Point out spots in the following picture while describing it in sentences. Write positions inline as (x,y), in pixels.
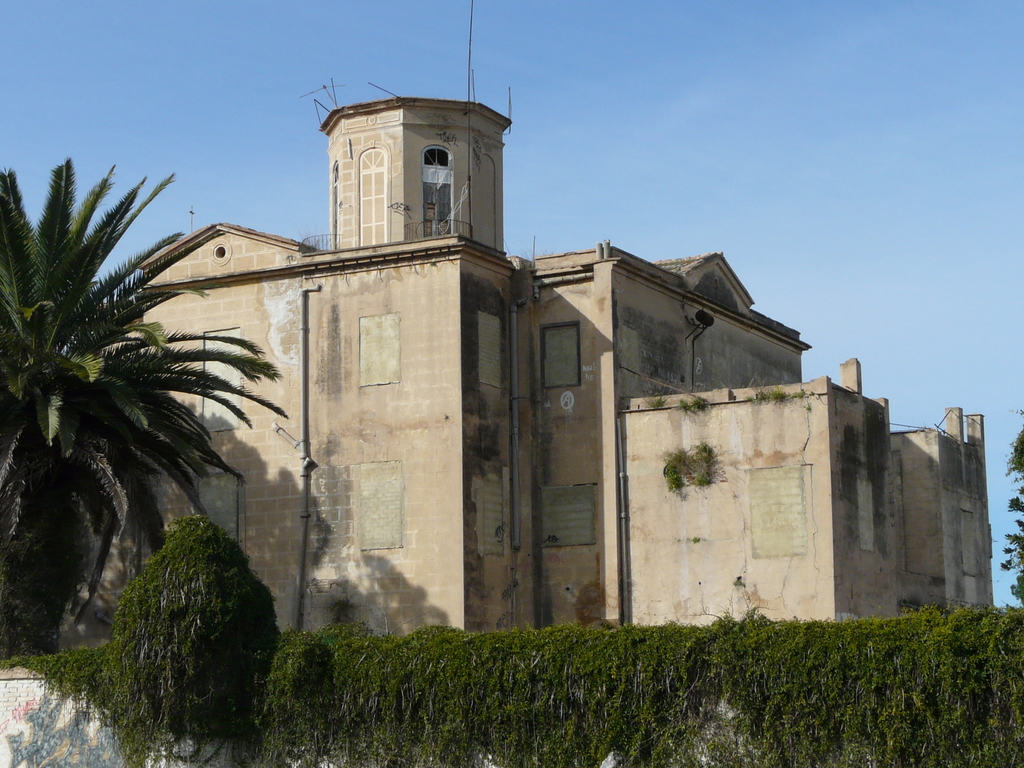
In this picture we can see some buildings (536,495) and trees (5,363).
